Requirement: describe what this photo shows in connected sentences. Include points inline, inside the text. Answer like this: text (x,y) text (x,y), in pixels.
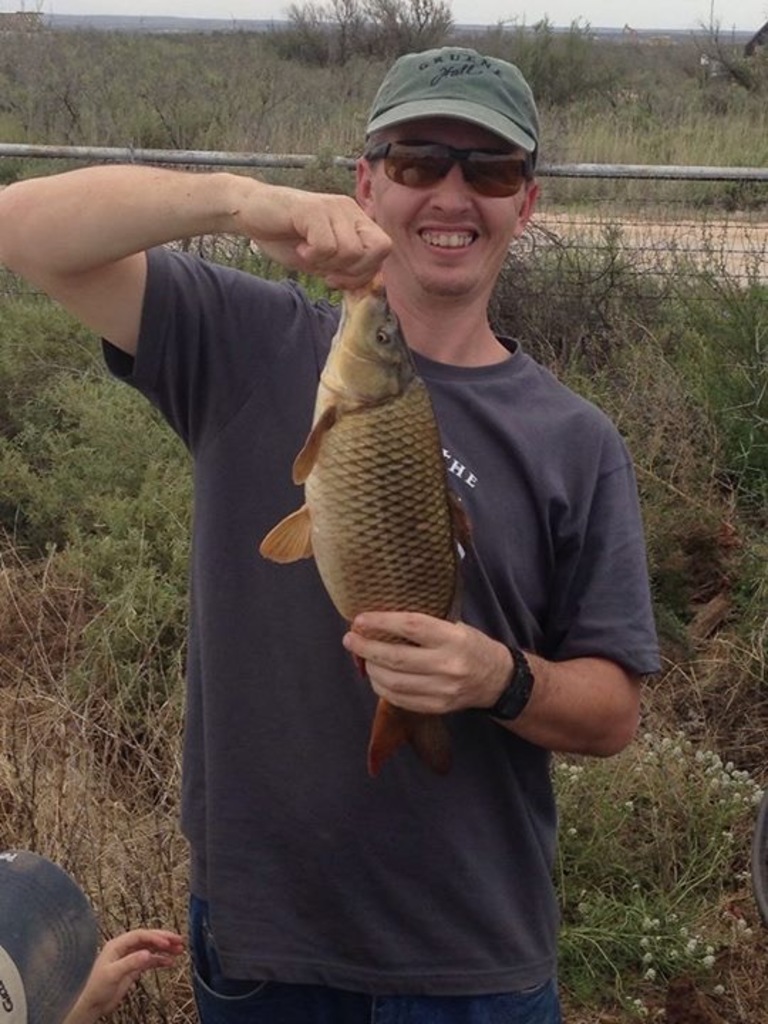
In this image, we can see some plants (707,442). There is a person (416,328) wearing clothes (562,500) and holding a fish (409,589) with his hand (410,655). There is a fencing (203,157) at the top of the image (628,225). There is a person hand (145,940) and cap (84,965) in the bottom left of the image (45,962).
